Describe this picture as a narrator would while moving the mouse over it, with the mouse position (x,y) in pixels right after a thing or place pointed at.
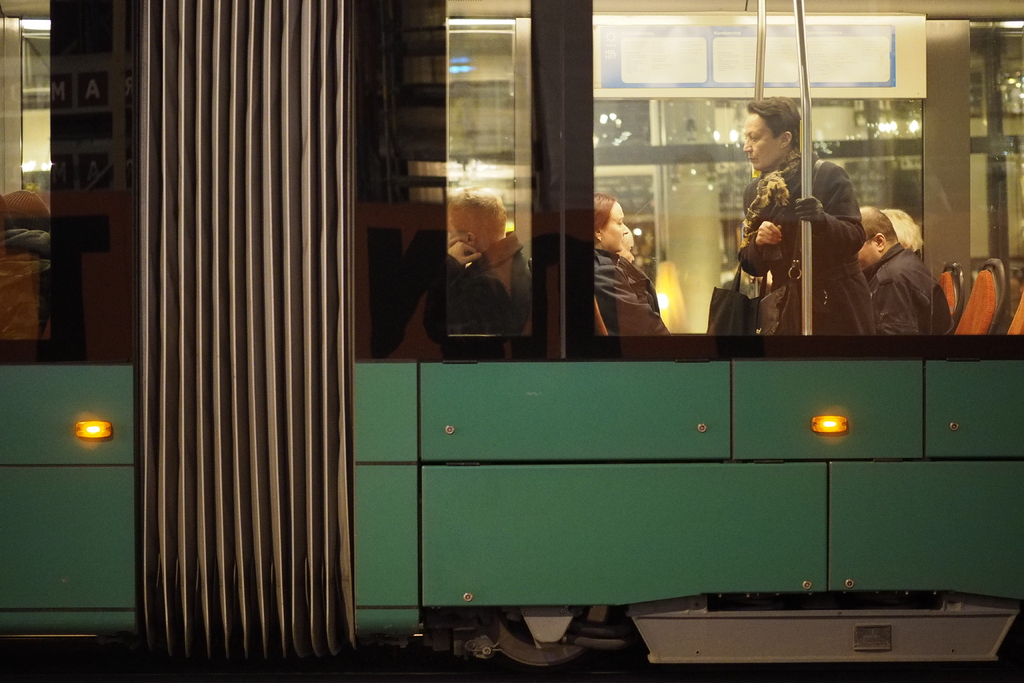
In this image we can see people (629,274) sitting in a train (673,269) and one person (789,254) is standing and holding a bag (793,281) as we can see on the right side of this image (771,296).
